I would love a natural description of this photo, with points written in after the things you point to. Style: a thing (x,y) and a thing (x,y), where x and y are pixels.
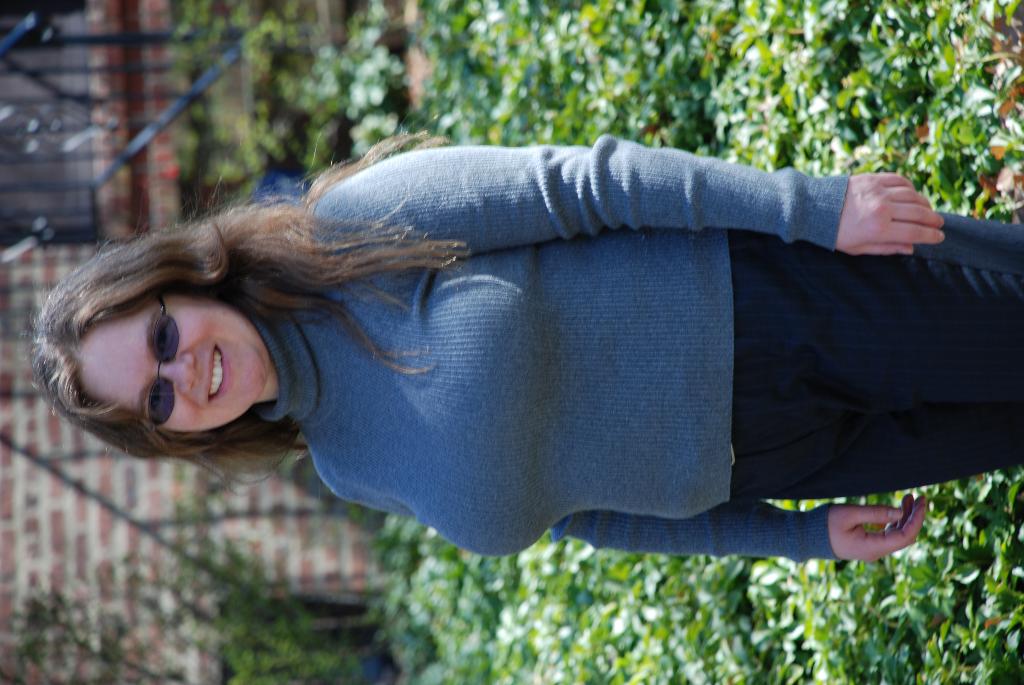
In this image we can see a woman (642,335) is standing. In the background (601,49), we can see plants (867,575), grille (84,140) and a wall (31,543).
